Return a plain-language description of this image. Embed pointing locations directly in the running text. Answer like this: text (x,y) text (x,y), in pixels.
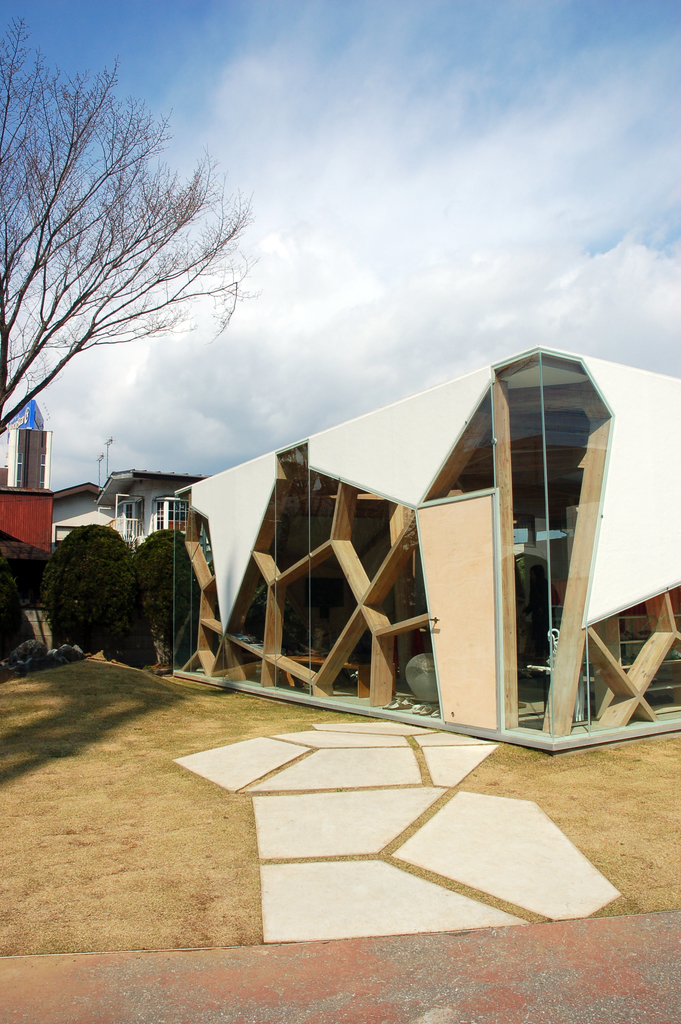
In the foreground (309,632) I can see a shed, trees (128,603). In the background (144,494) I can see a house (146,505), poles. On the top (311,223) I can see the sky (303,309). This image is taken during a day.
